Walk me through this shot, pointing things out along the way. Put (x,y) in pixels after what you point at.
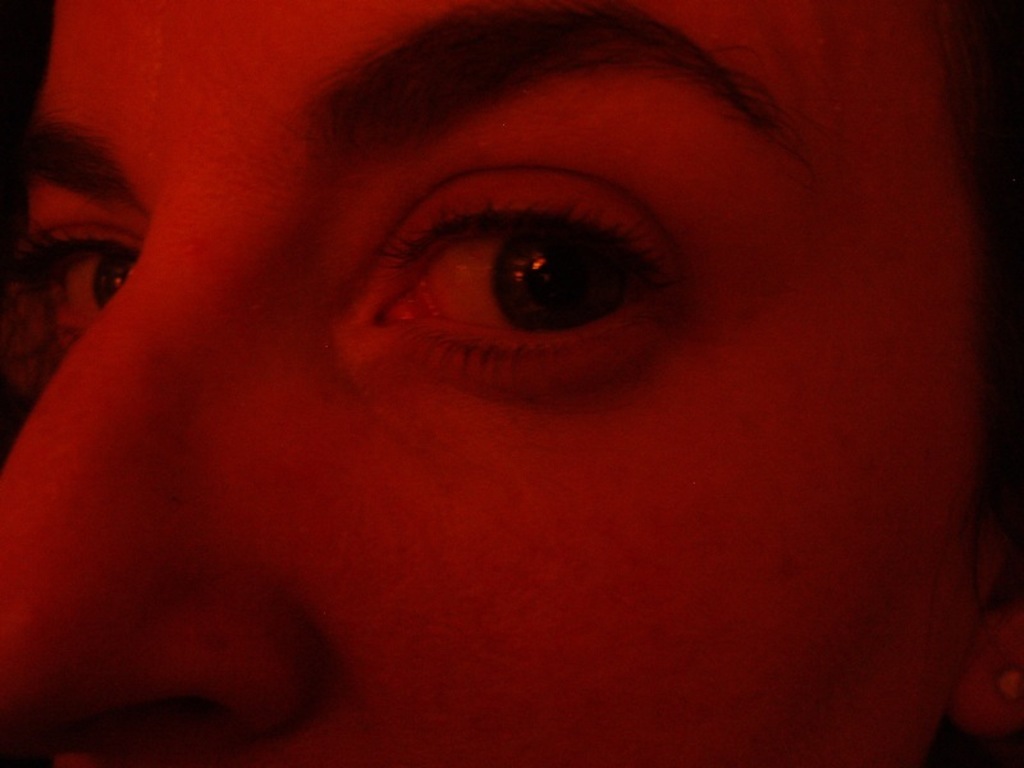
In this image we can see the close view of a person (227,389).
